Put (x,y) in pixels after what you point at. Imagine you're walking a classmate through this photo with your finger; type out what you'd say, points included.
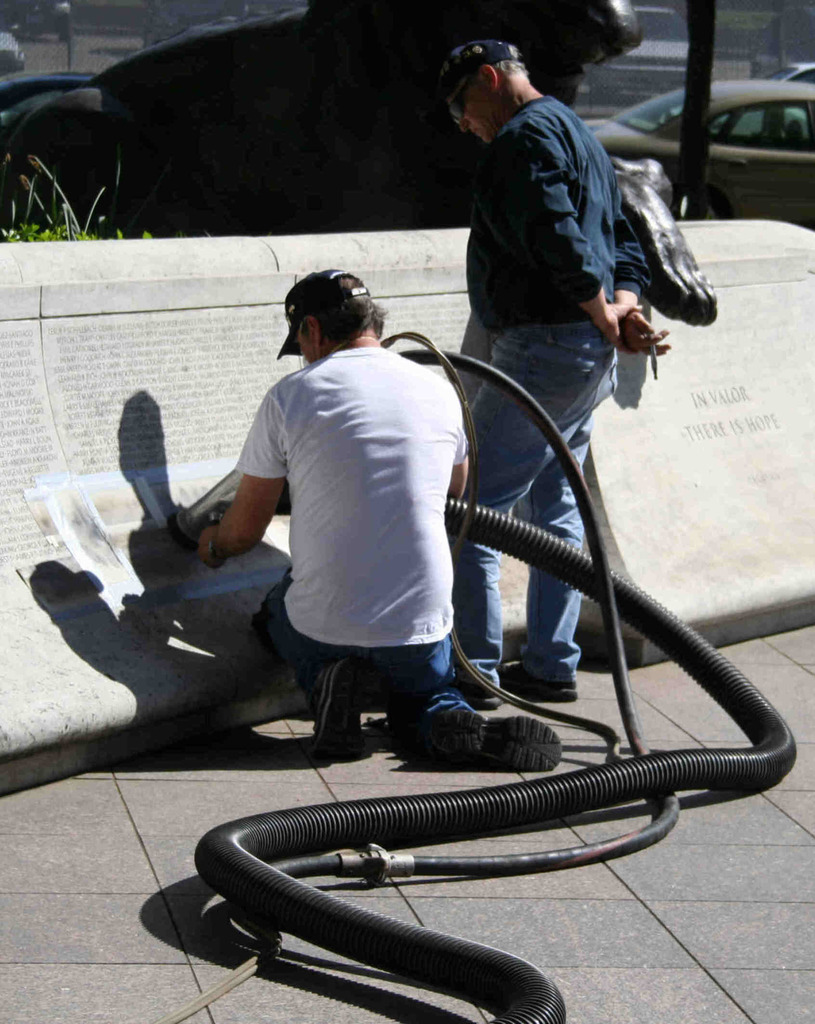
In this image, at the middle (337,546) we can see man (347,530) holding a black color cable (451,869), there is a man (528,271) standing and he is looking at the wall (7,657), in the background (672,132) we can see a car (658,136).
